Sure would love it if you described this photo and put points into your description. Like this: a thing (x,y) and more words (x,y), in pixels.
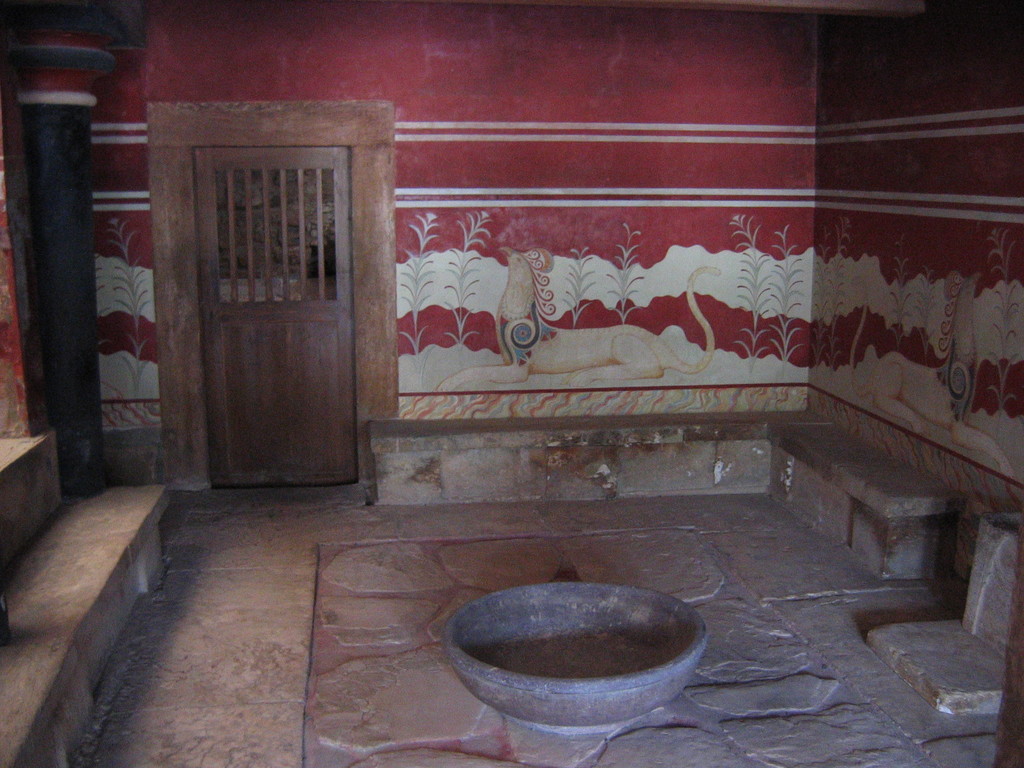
In this image I can see the ground (298,639), a bowl (522,675) on the ground (249,610), the brown colored door (291,427), the black colored pillar (88,49) and the wall (621,196) which is red, white and cream in color. On the wall (564,318) I can see the painting (533,304) of an animal (533,304) and few plants (640,295).
